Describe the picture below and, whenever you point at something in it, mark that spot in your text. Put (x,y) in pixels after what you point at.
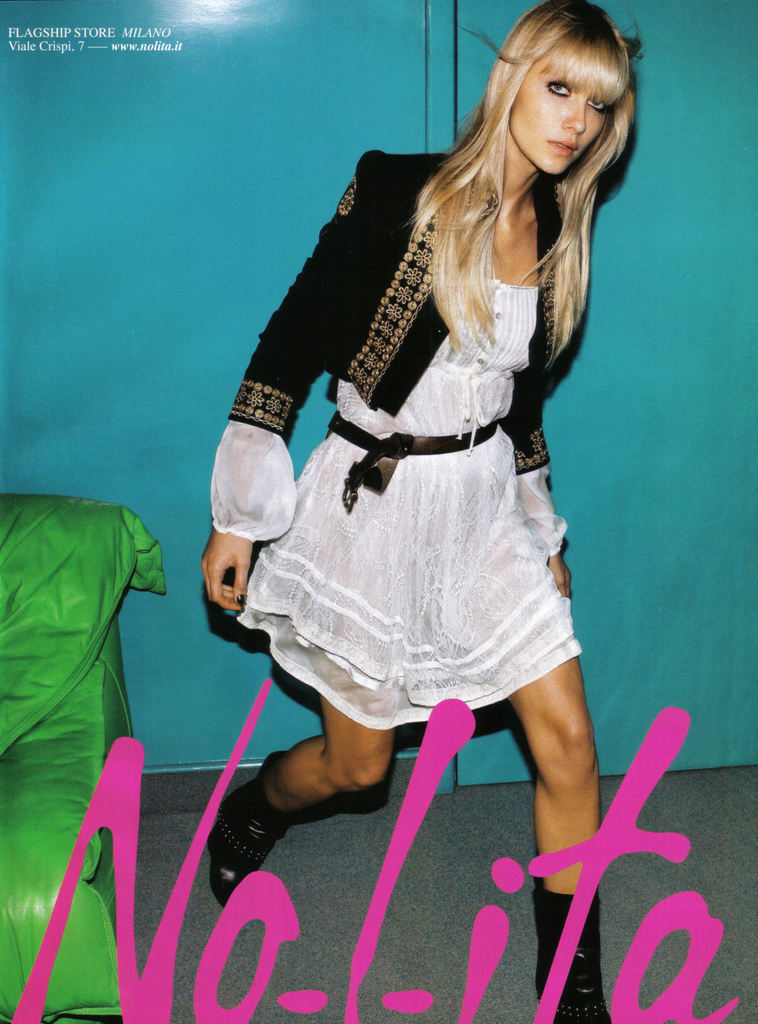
In the middle (344,682) I can see a woman (571,990) on the floor (437,815), text (582,922) and a sofa (39,557). In the background (147,501) I can see a wall (726,448) of blue in color. This image is taken may be in a room (494,824).
